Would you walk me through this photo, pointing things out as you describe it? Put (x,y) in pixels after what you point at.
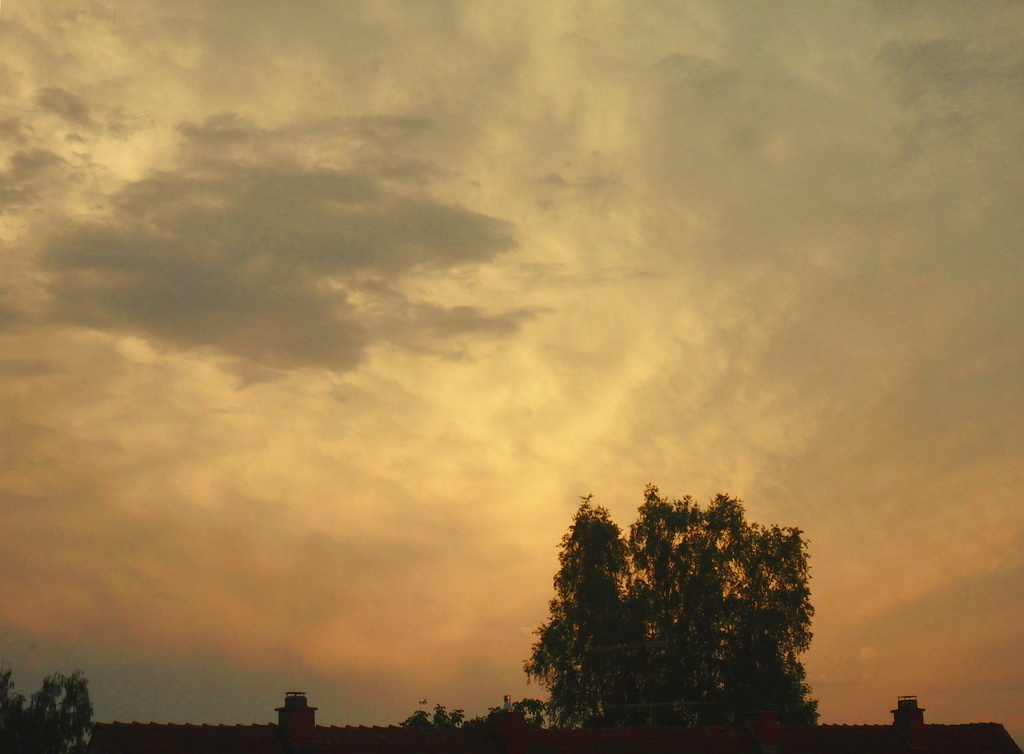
In this picture we can see some trees (672,610) and clouded sky (315,313).
